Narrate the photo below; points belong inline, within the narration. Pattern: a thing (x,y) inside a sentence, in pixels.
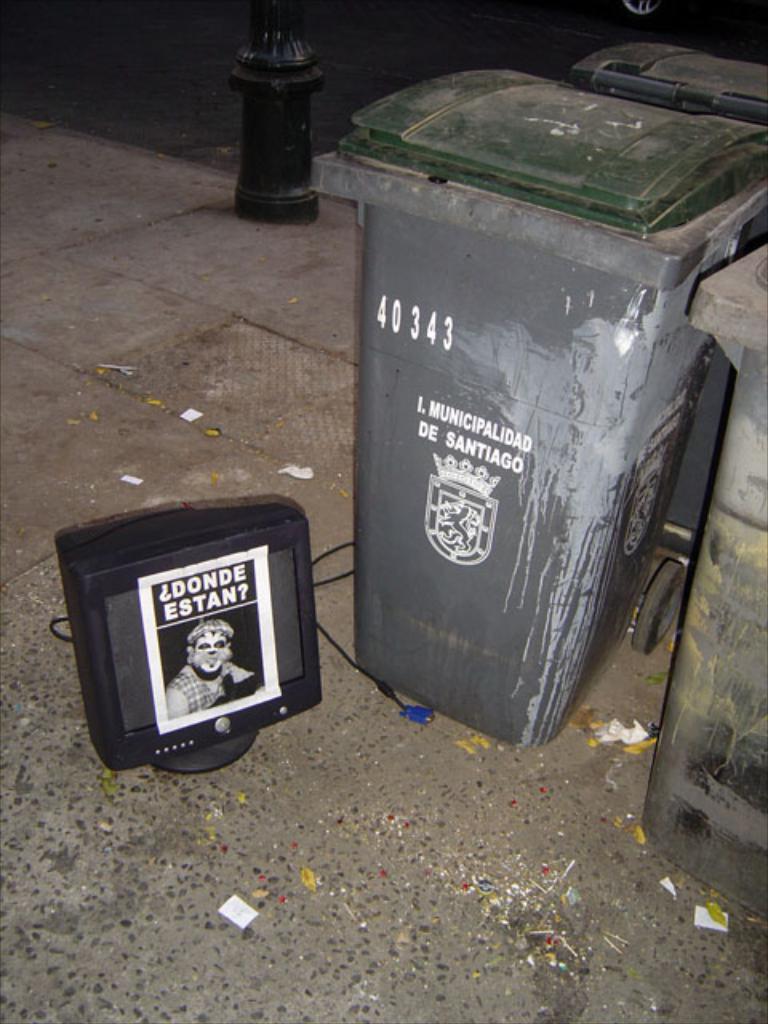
In the image we can see garbage bins (465,337) and a television (89,632), on the television screen (200,636) there is a poster (187,671). Here we can see footpath (161,344) and a metal pole (276,90).
